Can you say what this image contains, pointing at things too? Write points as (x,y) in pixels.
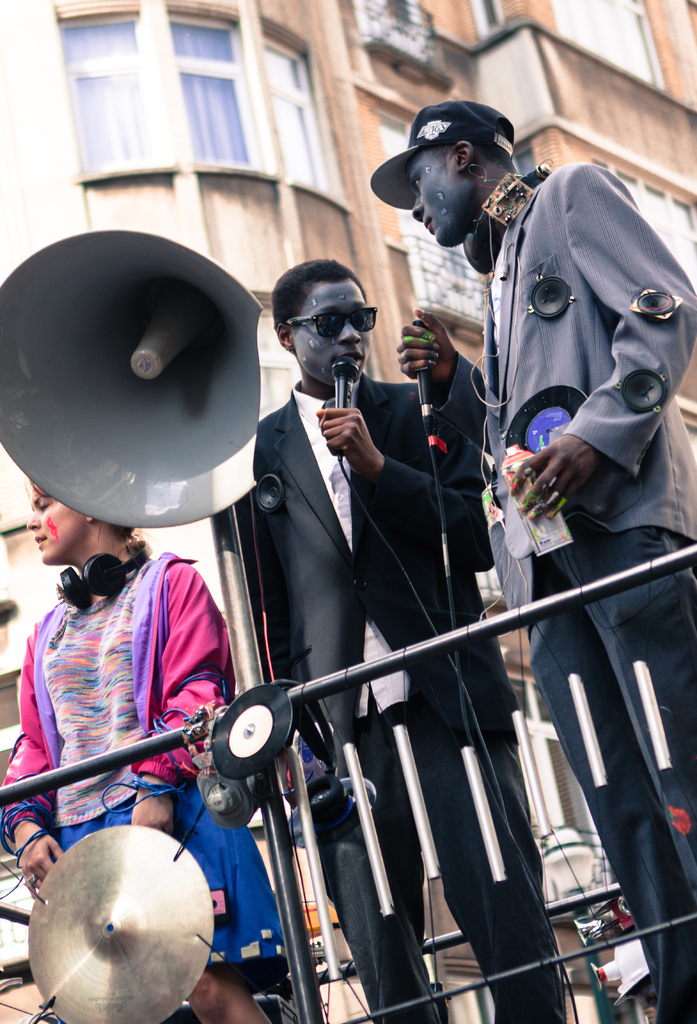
In this image there are two persons (447,662) holding the mike (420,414). Beside them there is another person (162,817) wearing a headset (131,569). In front of them there is a metal fence (665,927). Beside them there is a speaker (198,479). In the background of the image (314,70) there are buildings (359,25).
